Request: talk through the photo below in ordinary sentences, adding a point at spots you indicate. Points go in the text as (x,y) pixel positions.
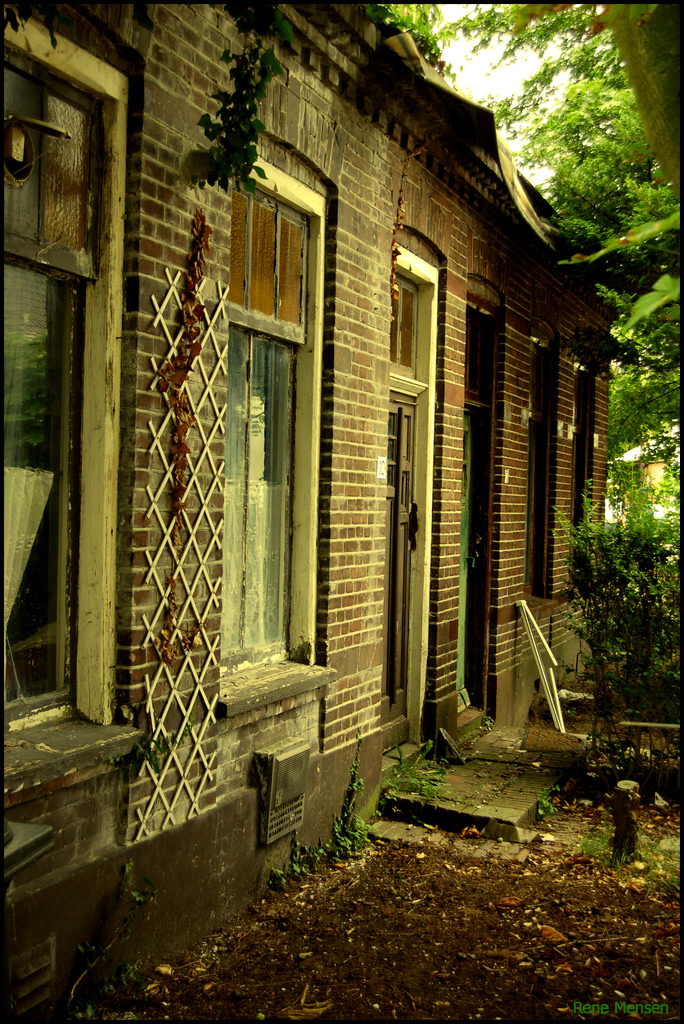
In this image in the front (169,517) there is a building (234,514) and there are windows (268,428) and there are trees (602,215) on the right side (670,604), there are dry leaves (575,937) on the ground (575,937) and the sky (485,66) is cloudy.
